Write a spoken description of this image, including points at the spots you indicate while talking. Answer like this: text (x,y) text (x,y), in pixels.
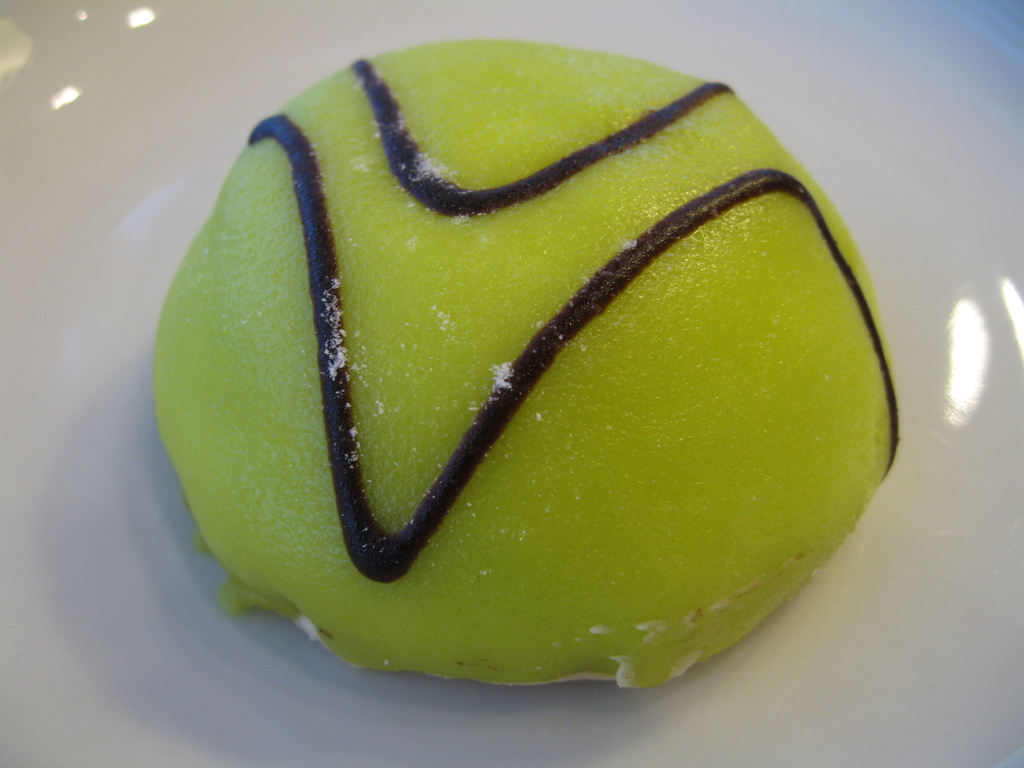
In this picture we can see food (462,456) on the white platform (109,408).
